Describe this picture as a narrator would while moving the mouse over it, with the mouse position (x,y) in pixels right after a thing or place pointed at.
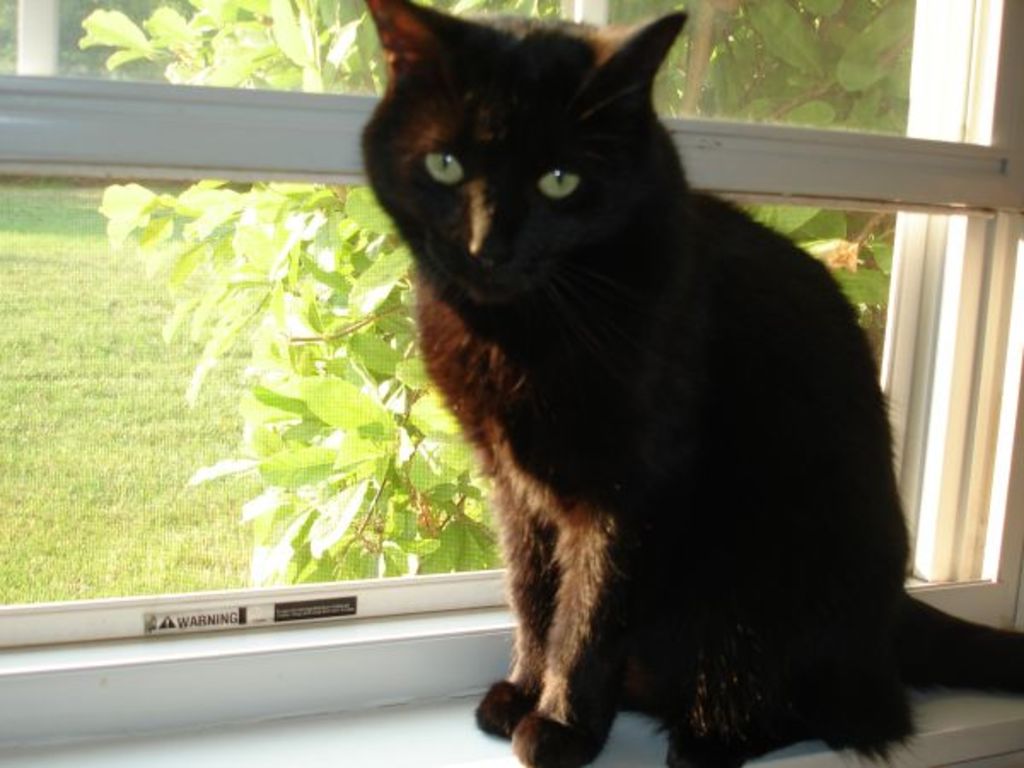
In this image I see a cat (615,313) which is of black in color and it is near to the window (266,156) and through the glasses (306,200) I see the leaves (372,416) on the stems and I see the grass (82,334) and I see something is written over here.
